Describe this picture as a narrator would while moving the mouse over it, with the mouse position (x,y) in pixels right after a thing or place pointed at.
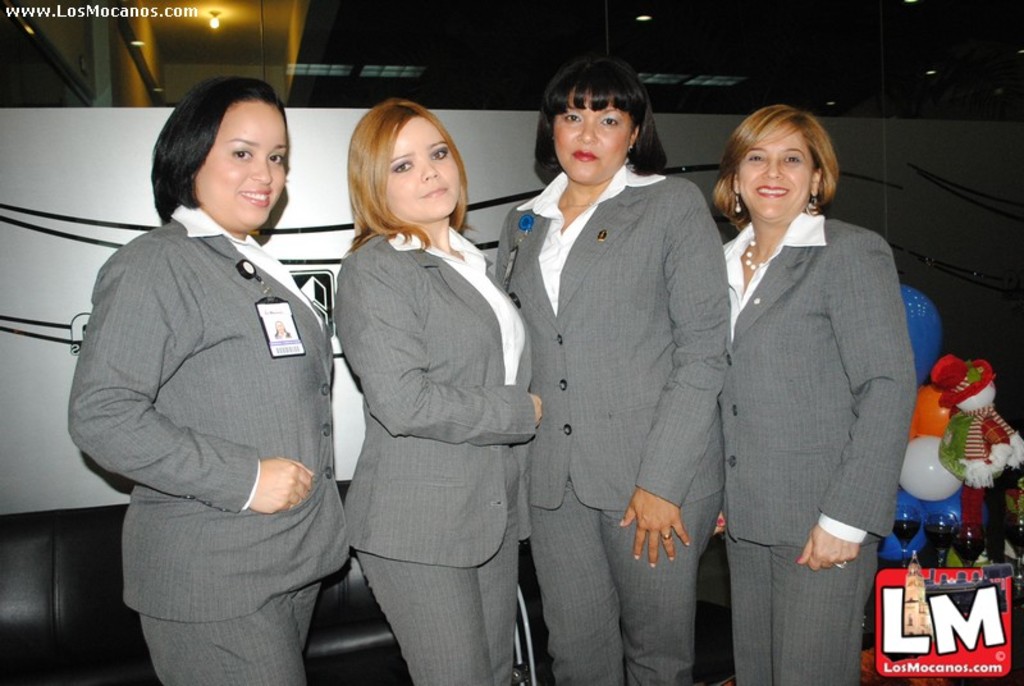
The image is taken from some website and there are a group of women (537,308) standing in the front (543,398) and posing for the photo, behind the women (880,509) on the right side (906,532) there are three glasses (947,541) filled some drinks (914,531) and behind the glasses (943,527) there is a toy (946,434) and balloons (933,421).
